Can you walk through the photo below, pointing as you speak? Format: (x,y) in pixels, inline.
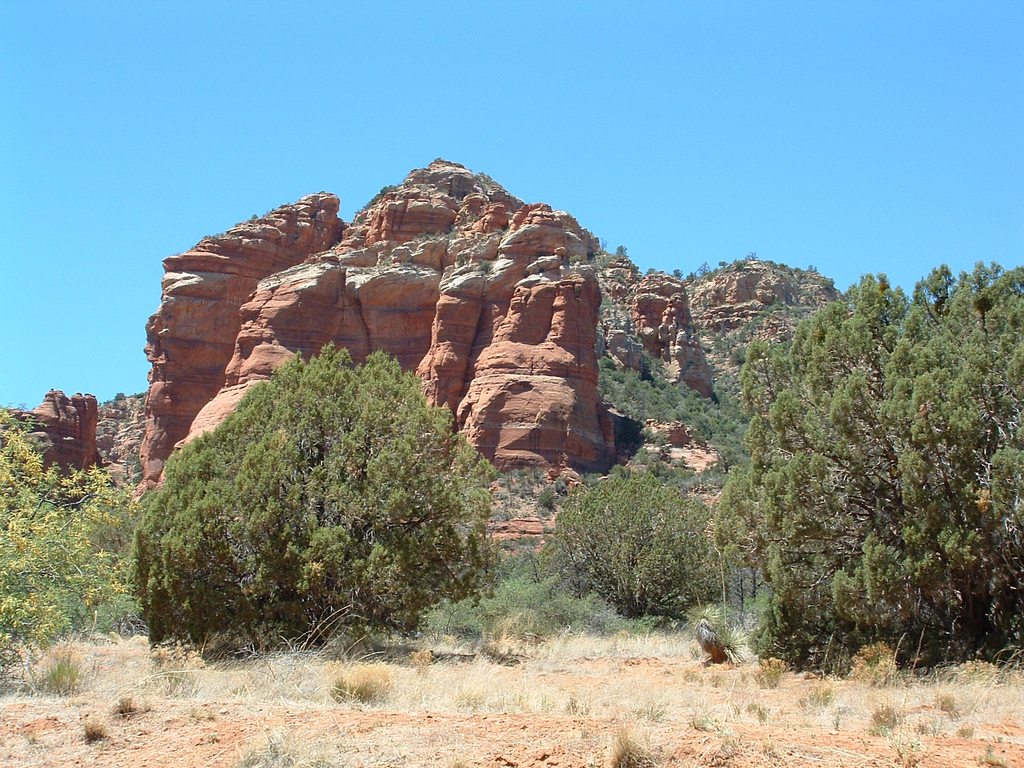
In this image there are trees (641,481), rocks (530,379). At the bottom of the image (532,689) there is grass (616,702) on the surface (508,720). At the top of the image (641,77) there is sky (796,31).
